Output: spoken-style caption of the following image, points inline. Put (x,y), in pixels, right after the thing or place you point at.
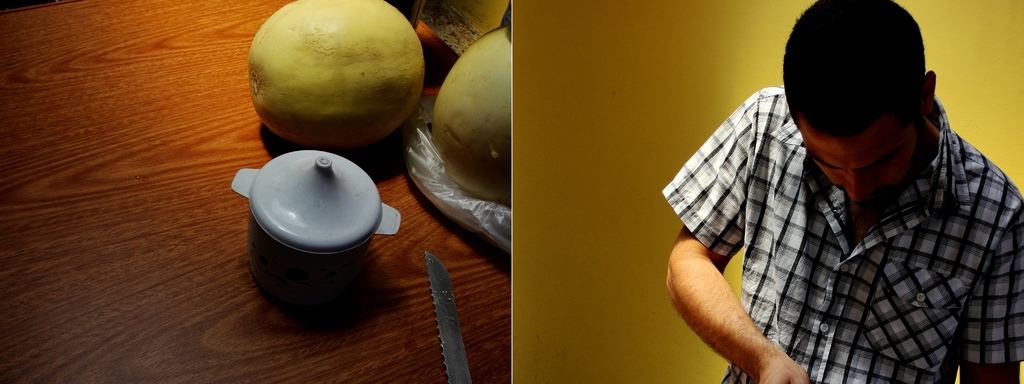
This looks like a collage picture. Here is the man (801,276) standing. He wore a shirt (828,354). This looks like a wall (653,143), which is yellow in color. I can see a knife (455,318), a box (289,287) with the lid (314,229), fruits (459,117) and few other things (420,132) are placed on the wooden board (139,264).
